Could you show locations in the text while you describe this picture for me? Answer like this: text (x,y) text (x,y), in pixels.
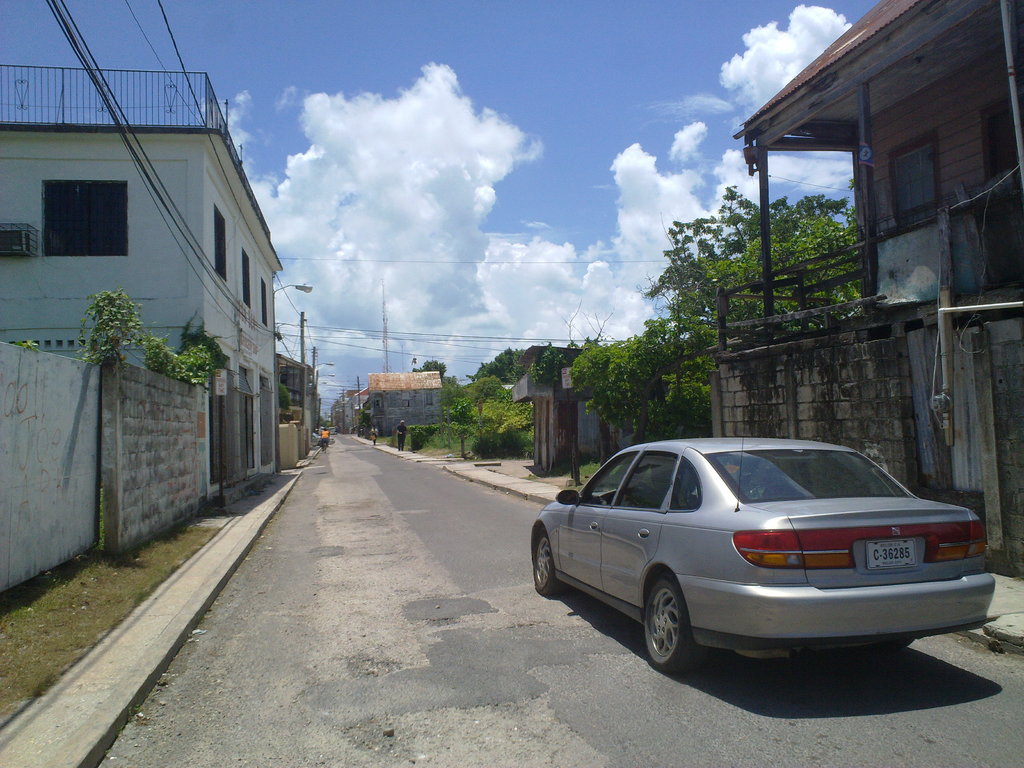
This image is clicked on the road (733,662). In the front (715,646), we can see a car (729,644) moving on the road (770,718). On the left (228,196) and right, there are buildings (401,400) and houses (532,396). At the top (508,173), there is sky (688,206). And there are few persons (405,428) walking on the road (388,562).
